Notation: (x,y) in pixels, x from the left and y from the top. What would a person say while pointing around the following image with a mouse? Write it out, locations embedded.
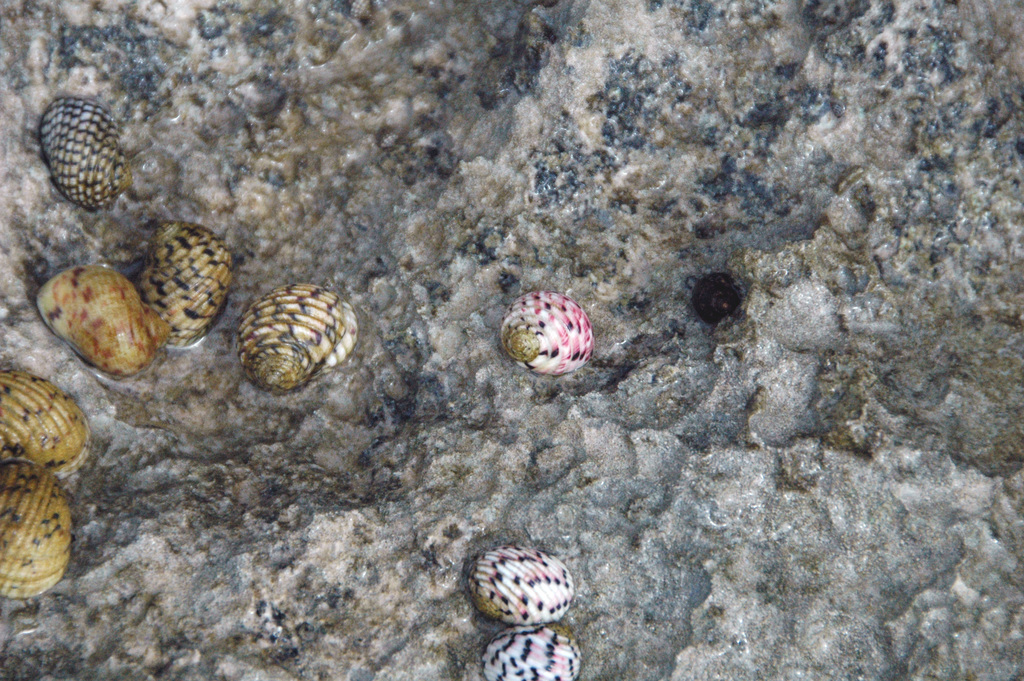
In the foreground of this picture (505,315), there are few seashells (512,611) on the rock (520,210).
